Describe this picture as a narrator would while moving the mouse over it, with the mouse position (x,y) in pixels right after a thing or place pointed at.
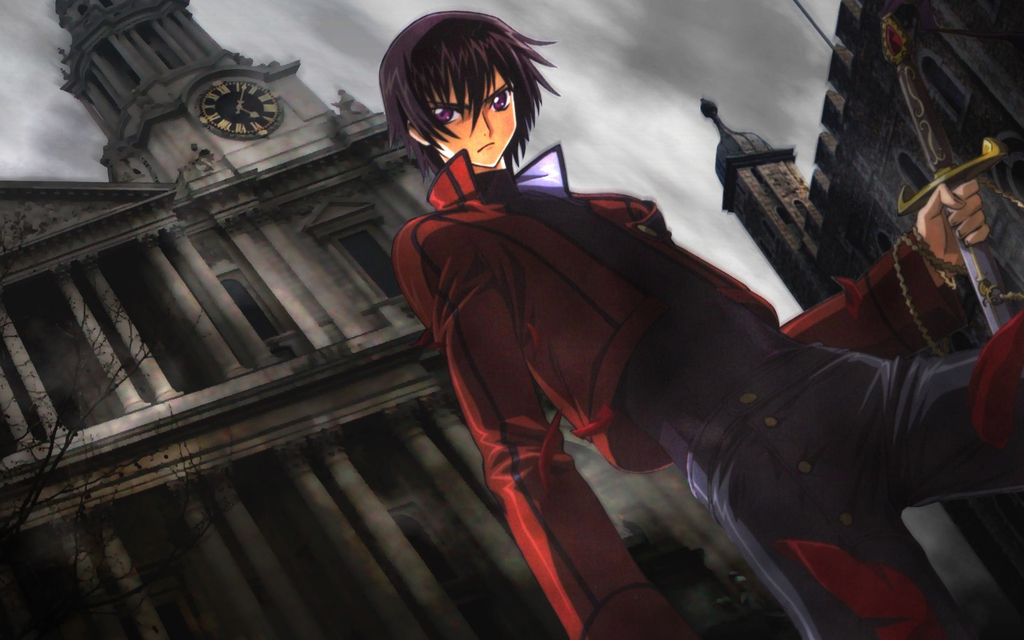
This image is an animation. In this image we can see a man (706,421) holding a sword (907,87). In the background (454,538) there are buildings (284,486) and sky (636,57). On the left (34,453) there is a tree (33,468).
